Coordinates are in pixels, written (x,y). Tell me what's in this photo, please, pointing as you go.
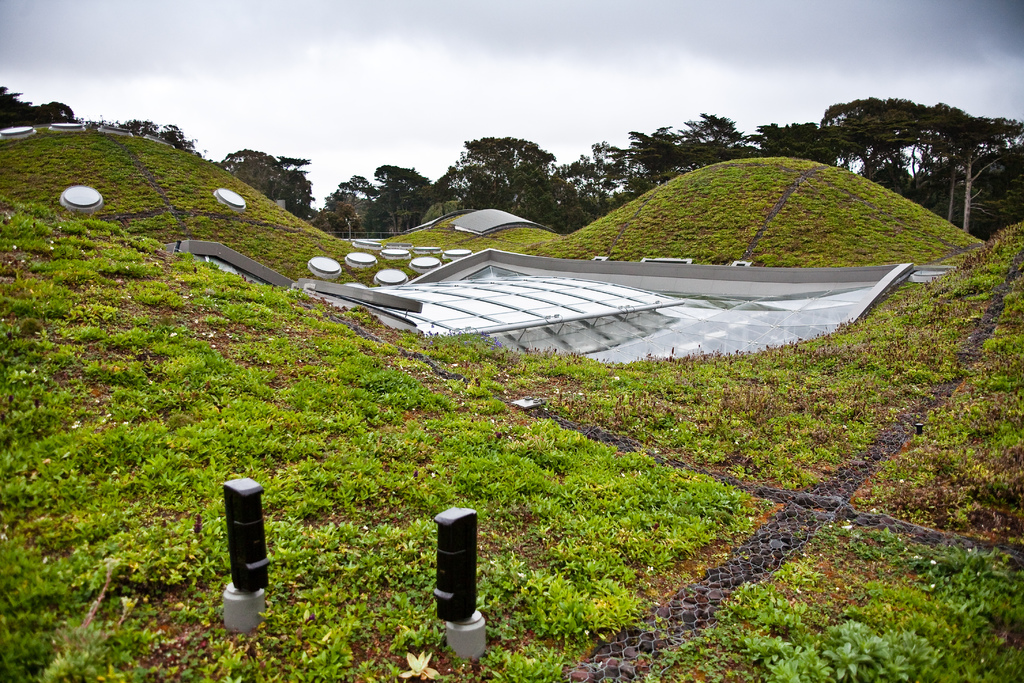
In the middle (528,287) there is glass (699,337). There are trees (497,194), at the top (591,89) it is the cloudy sky (563,89).
